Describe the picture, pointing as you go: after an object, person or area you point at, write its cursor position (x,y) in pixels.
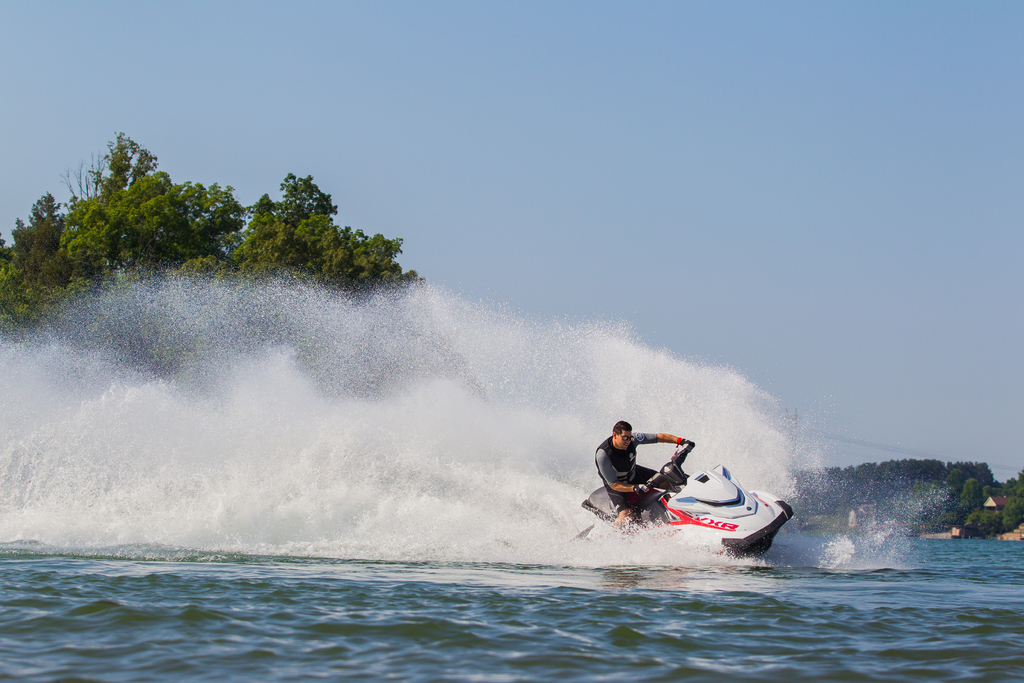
In this picture we can see a person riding a jet ski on the water (676,663) and in the background (835,397) we can see trees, sky (802,397) and some objects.
